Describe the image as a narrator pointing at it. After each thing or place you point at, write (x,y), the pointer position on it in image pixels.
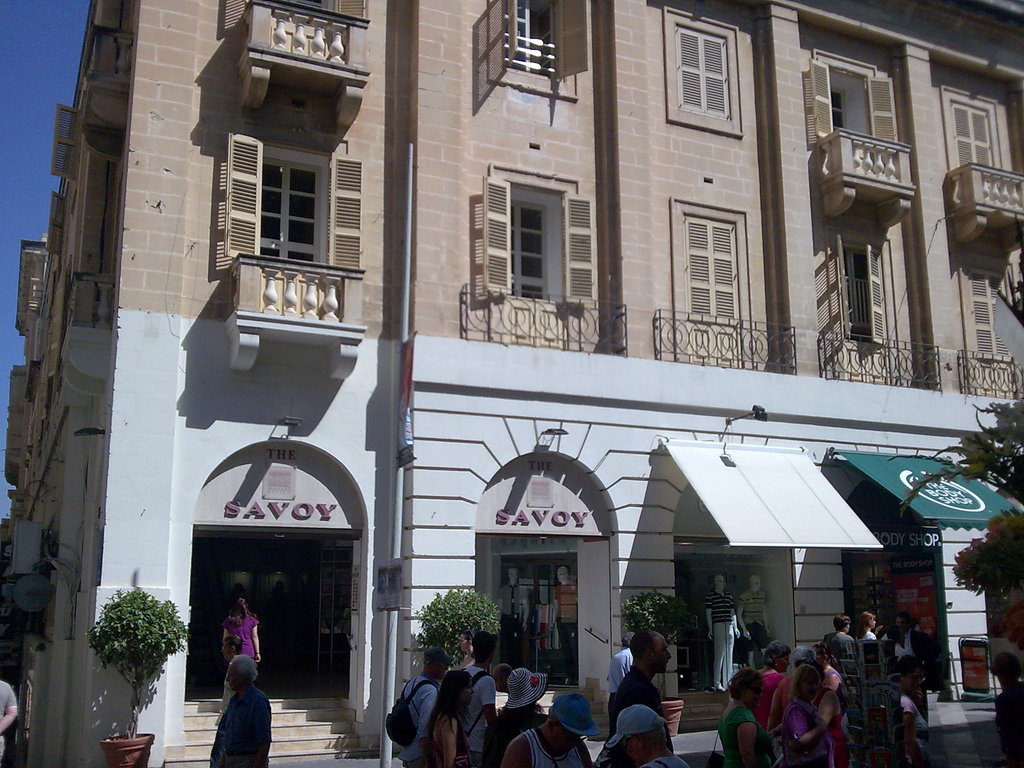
In this image there is a building (893,528) which contains a few stores (711,579) in it and there is a text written on the building (833,598), in front of it there is a group of people (646,638).
